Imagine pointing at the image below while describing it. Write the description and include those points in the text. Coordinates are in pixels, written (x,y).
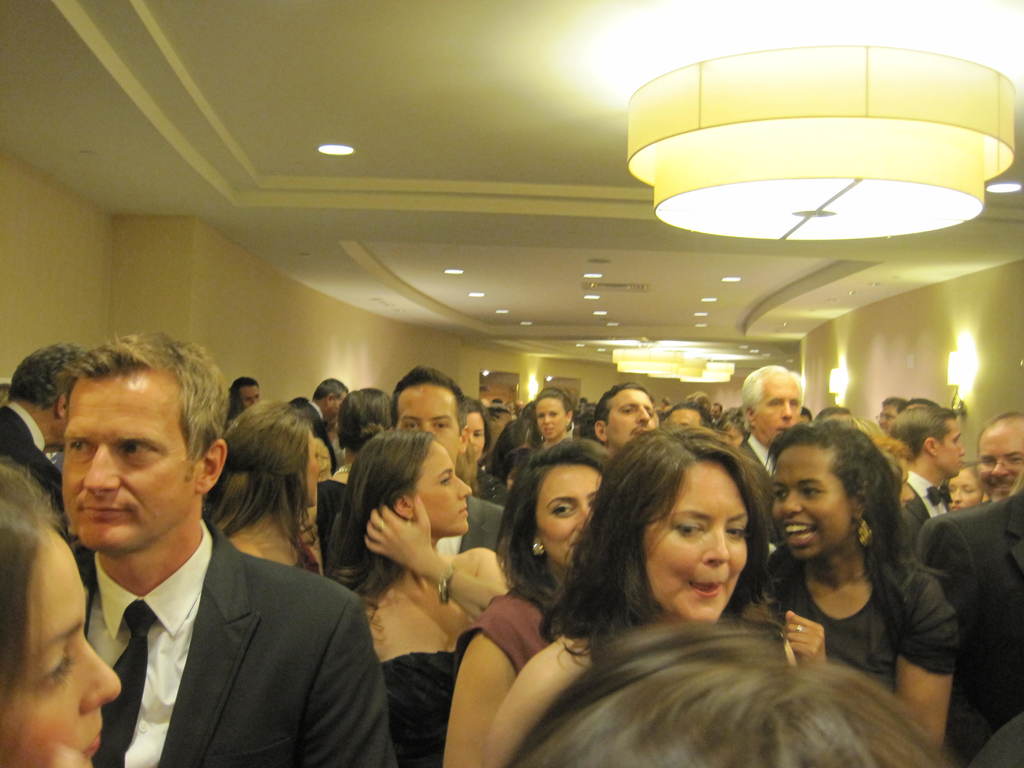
This picture is clicked inside. In the center (349,479) we can see the group of people (572,479) seems to be standing. At the top (442,120) there is a roof (441,113), chandelier (789,184) and the ceiling lights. In the background (902,325) we can see the wall (937,328) and the wall lamps (949,377).
